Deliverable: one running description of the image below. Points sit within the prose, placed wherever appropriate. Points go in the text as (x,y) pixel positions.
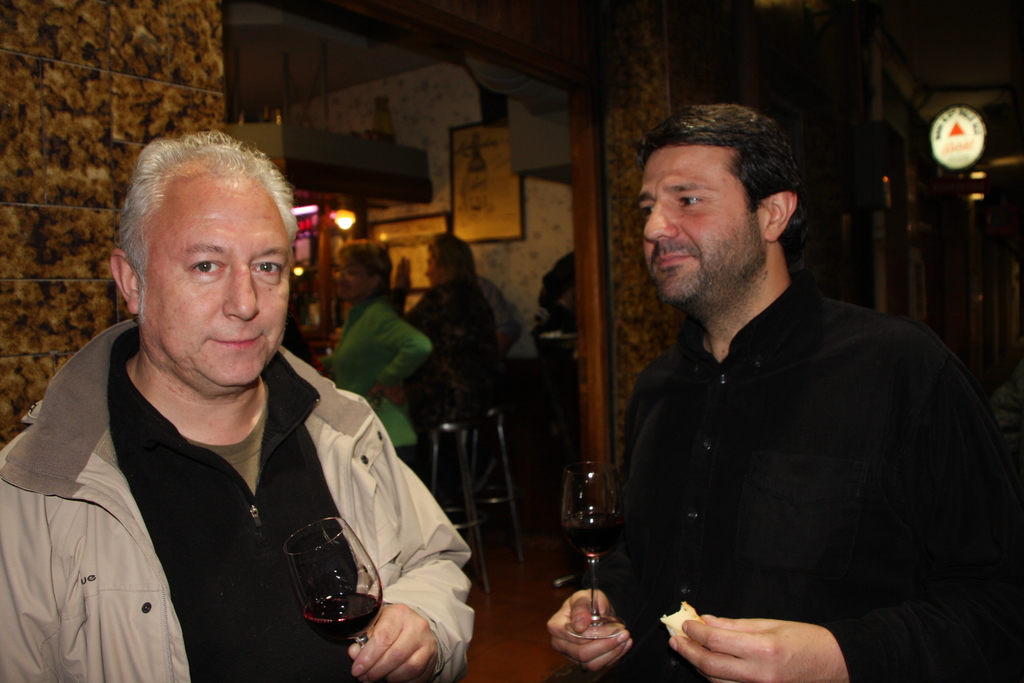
As we can see in the image there is a wall (526,271), photo frame (456,166), chairs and few people (431,420) here and there. The man (793,383) on the right side (769,307) is wearing black color shirt (840,352) and the man (257,353) on the left side (107,592) is wearing grey color jacket (97,560).
